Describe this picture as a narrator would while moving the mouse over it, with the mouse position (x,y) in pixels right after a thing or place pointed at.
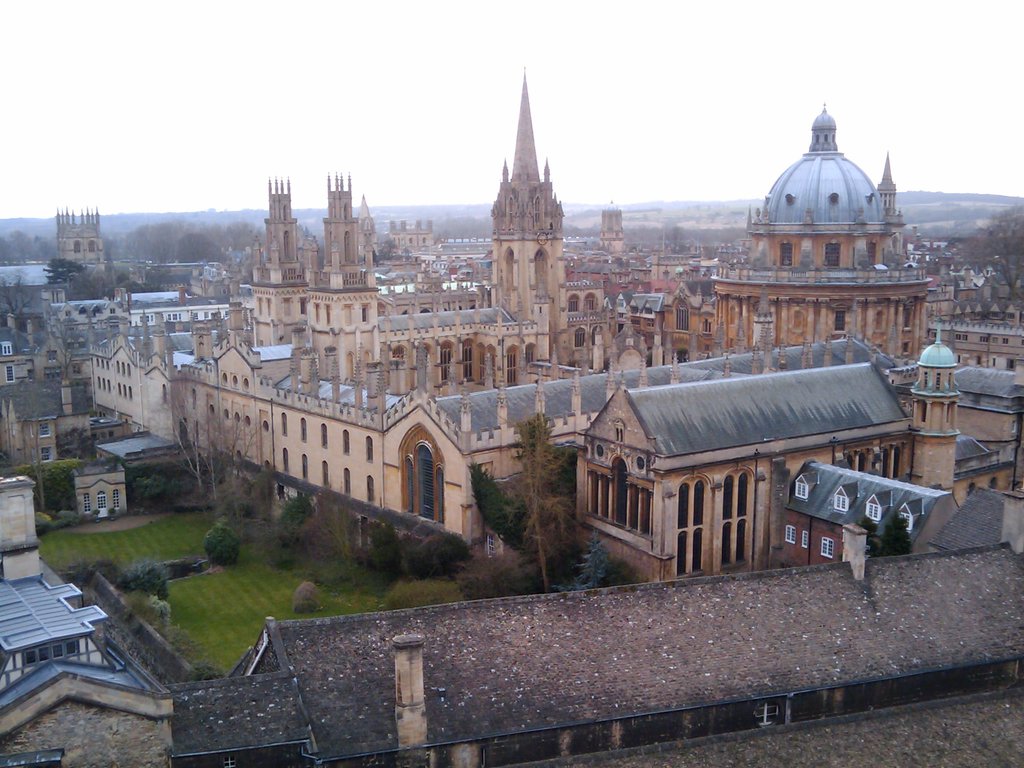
The picture is aerial view of a city (418,302). In the foreground of the picture (424,369) there are buildings (324,333), trees (526,540) and grass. In the background (237,231) there are trees (224,223) and buildings (843,233). Sky (650,61) is cloudy.
